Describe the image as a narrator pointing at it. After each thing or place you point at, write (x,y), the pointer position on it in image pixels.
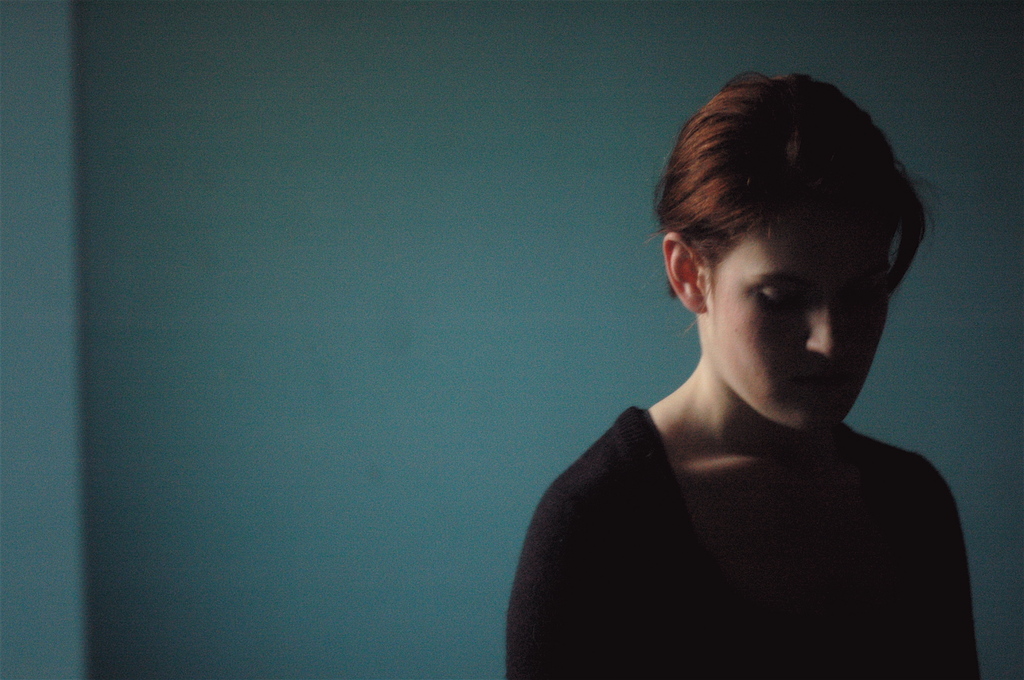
In this image we can see a woman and the background (499,135) it looks like the wall (494,149).
